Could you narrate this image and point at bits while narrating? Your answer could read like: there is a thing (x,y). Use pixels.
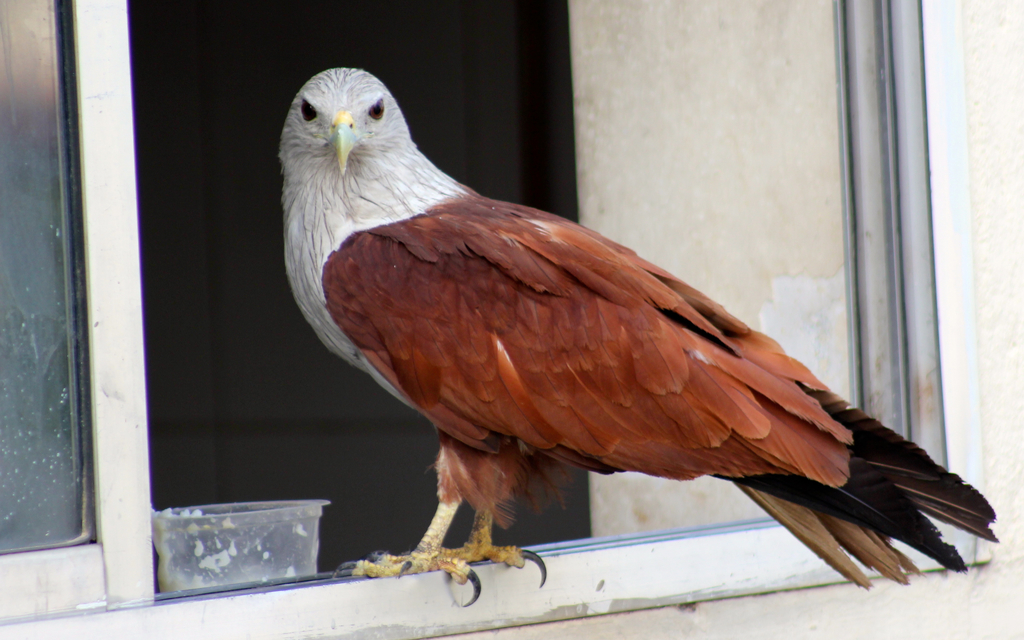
In this image I can see a brown and white colour eagle (420,290). I can also see a glass (188,576) over here.
